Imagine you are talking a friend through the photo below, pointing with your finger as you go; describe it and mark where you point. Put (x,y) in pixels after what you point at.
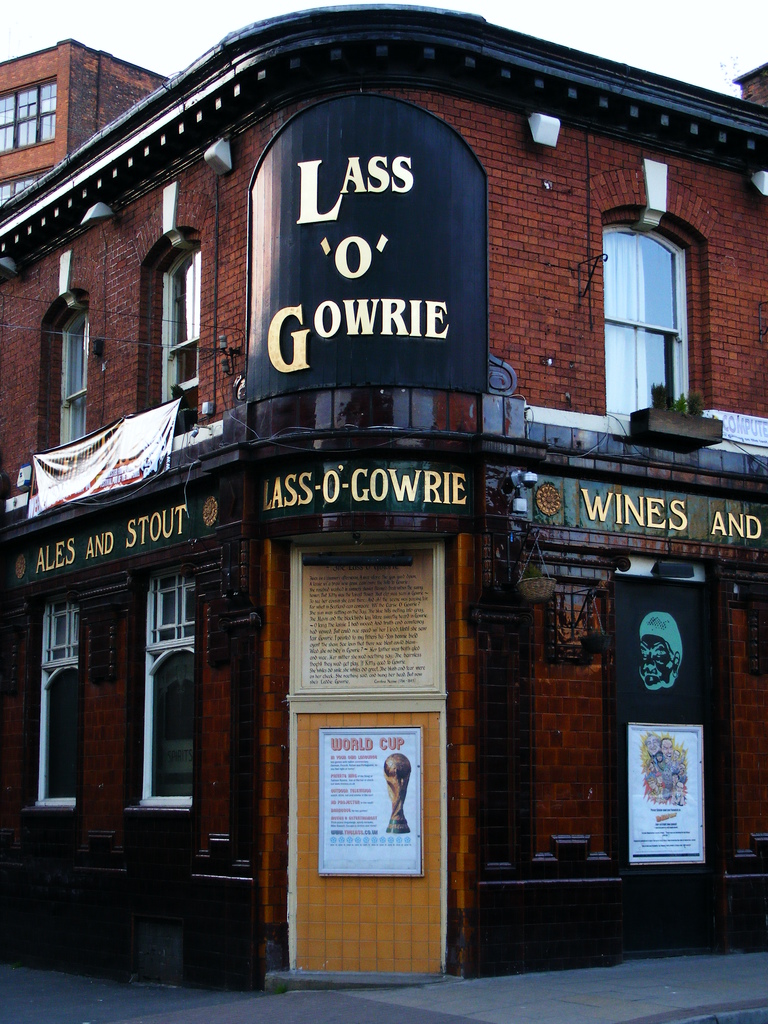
In this image, we can see a building (648,661). There is a door (372,799) at the bottom of the image (369,848). There is a sky (632,7) at the top of the image (163,13).
